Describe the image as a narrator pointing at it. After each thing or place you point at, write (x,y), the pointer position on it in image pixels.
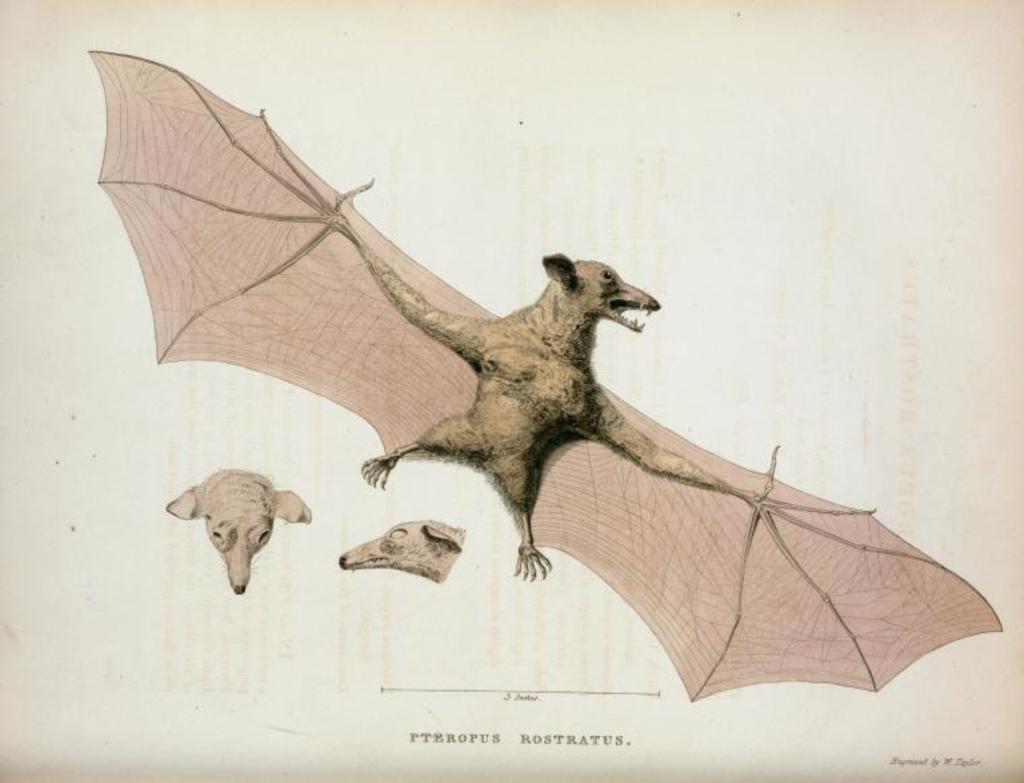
In this image there is a painting (465,430) of a bat (465,430) and some text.
